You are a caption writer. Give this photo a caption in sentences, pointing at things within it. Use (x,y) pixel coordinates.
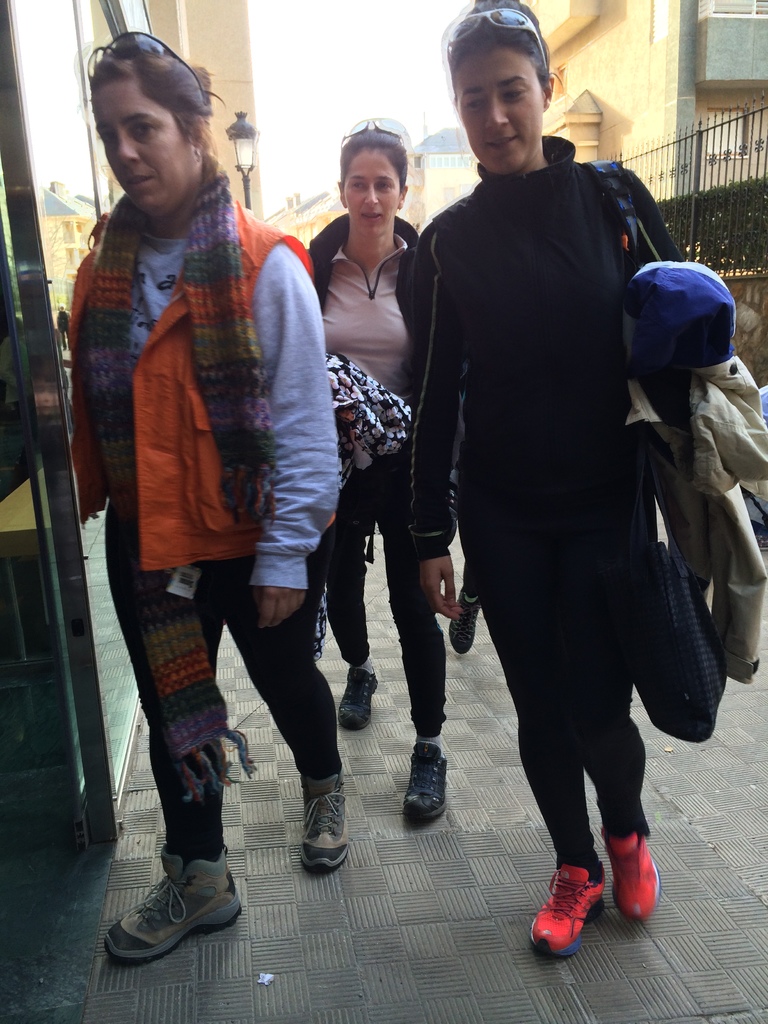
In this image we can see a group of people (189,664) standing on the ground (298,978). One woman (227,268) is wearing an orange jacket (185,487) and goggles (177,58) on her head (142,77). In the background (713,170), we can see metal barricades (710,170), group of buildings (225,147), light (248,142) and the sky (352,87).
